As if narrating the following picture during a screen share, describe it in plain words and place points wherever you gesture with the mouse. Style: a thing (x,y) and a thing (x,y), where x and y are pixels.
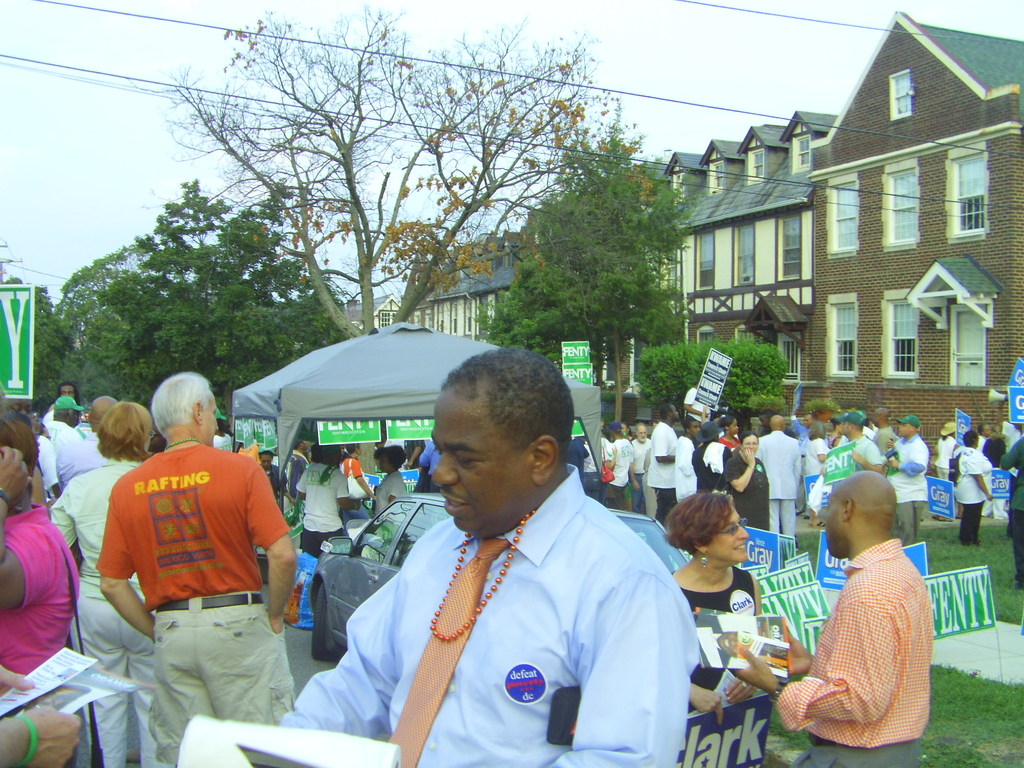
This image is taken outdoors. At the top of the image (77,152) there is the sky (87,118). In the background (452,332) there are a few buildings (912,301) with walls (869,347), windows (888,365), doors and roofs (752,328). There are a few trees (574,336) and plants (662,351). Many people (789,433) are standing on the ground (985,529) and a few are holding boards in their hands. There are many boards (841,459) with text (831,469) on them. There is a tent (387,368). A car (343,538) is parked on the road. In the middle (513,492) a few people (158,711) are standing on the road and holding papers (93,679) and books (718,622) in their hands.
